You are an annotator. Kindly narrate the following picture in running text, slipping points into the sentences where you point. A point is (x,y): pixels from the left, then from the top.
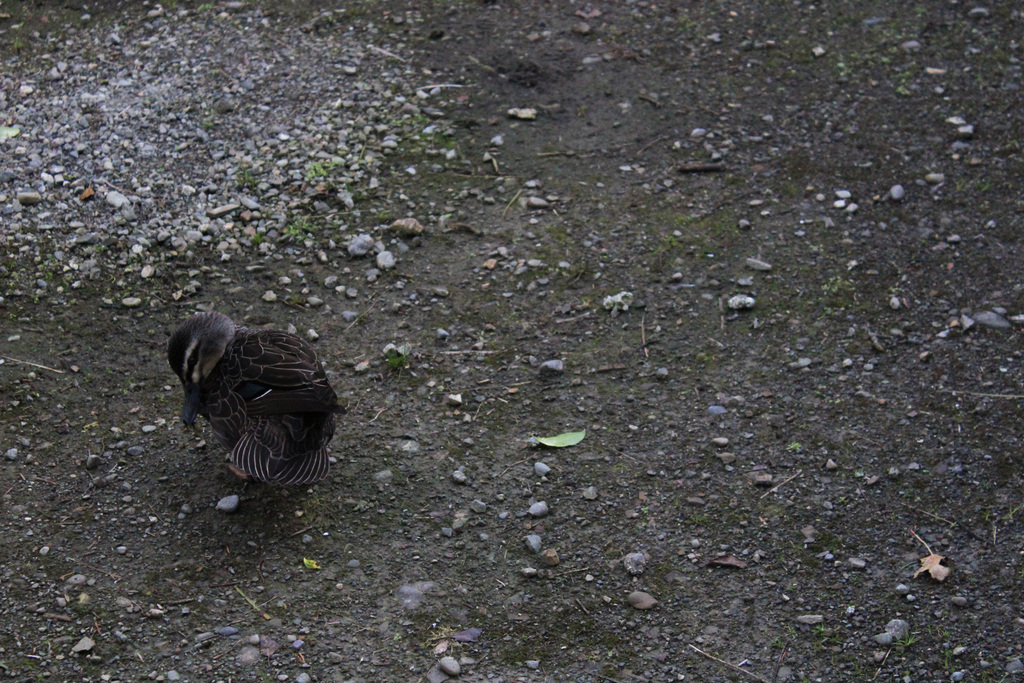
In the image there is a bird (252,359) on the ground (377,371) and around the bird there are stones (178,178).
